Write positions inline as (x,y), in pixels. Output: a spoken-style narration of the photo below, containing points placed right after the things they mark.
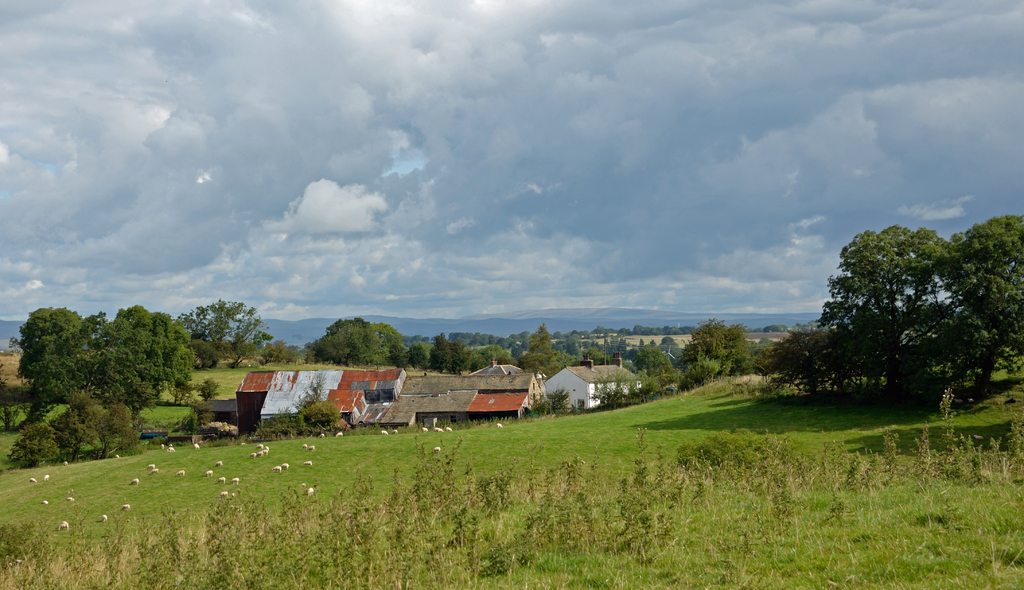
In this image I can see the plants (334,544) and few animals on the ground (147,471). In the background (453,392) I can see the houses (440,397), many trees (357,330) and the mountains (292,332). I can see the clouds (524,202) and the sky (502,200) in the back (403,233).
